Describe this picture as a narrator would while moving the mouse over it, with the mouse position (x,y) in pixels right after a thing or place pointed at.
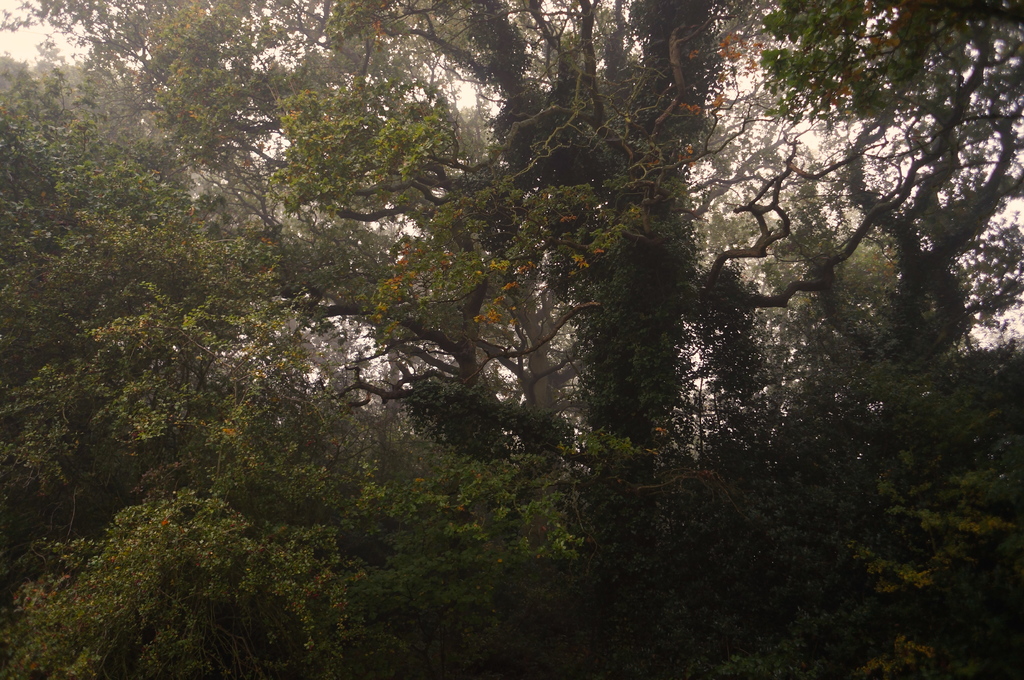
In this image there are trees (662,353). Behind there is sky (81,30).
